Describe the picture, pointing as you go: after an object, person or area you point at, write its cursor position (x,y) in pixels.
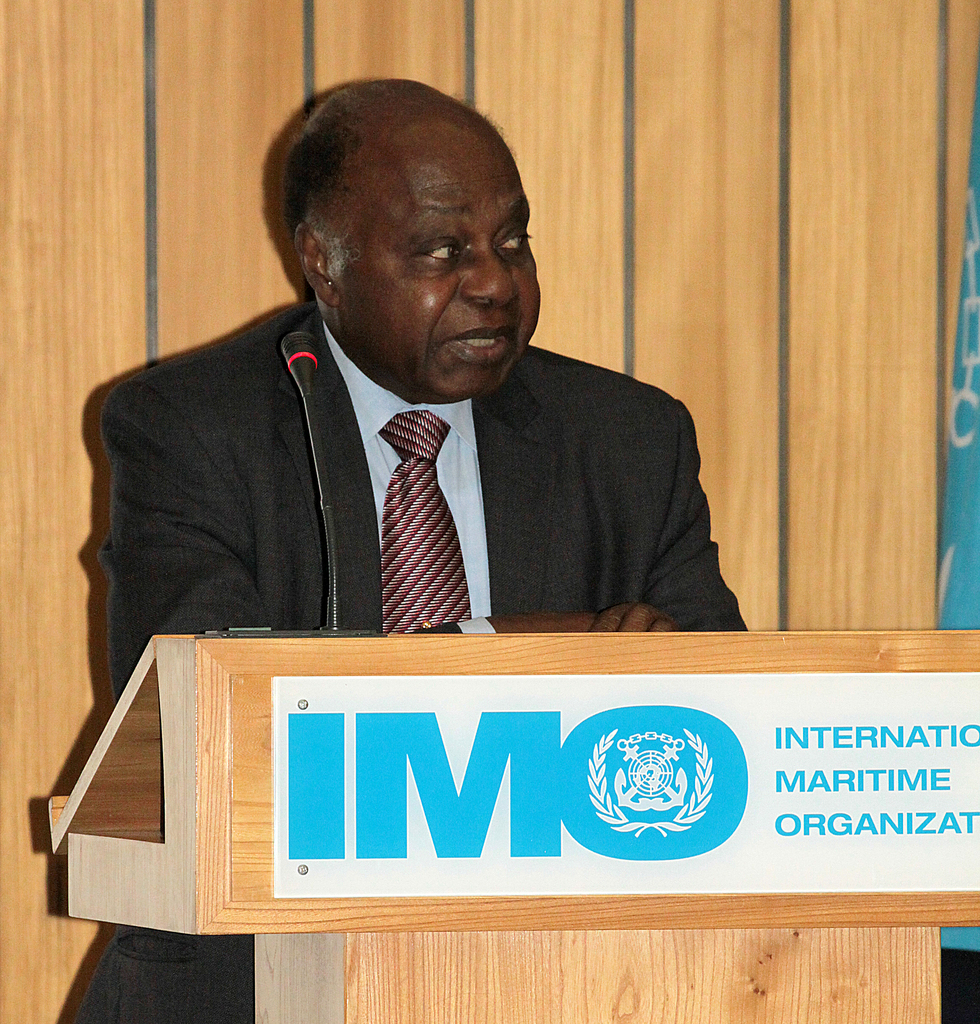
In this image I can see a man (573,594) is speaking near the podium (575,654), he is wearing the tie (439,511), shirt (479,518), coat (518,508). At the bottom (482,886) there is the board (550,782) in white color.
